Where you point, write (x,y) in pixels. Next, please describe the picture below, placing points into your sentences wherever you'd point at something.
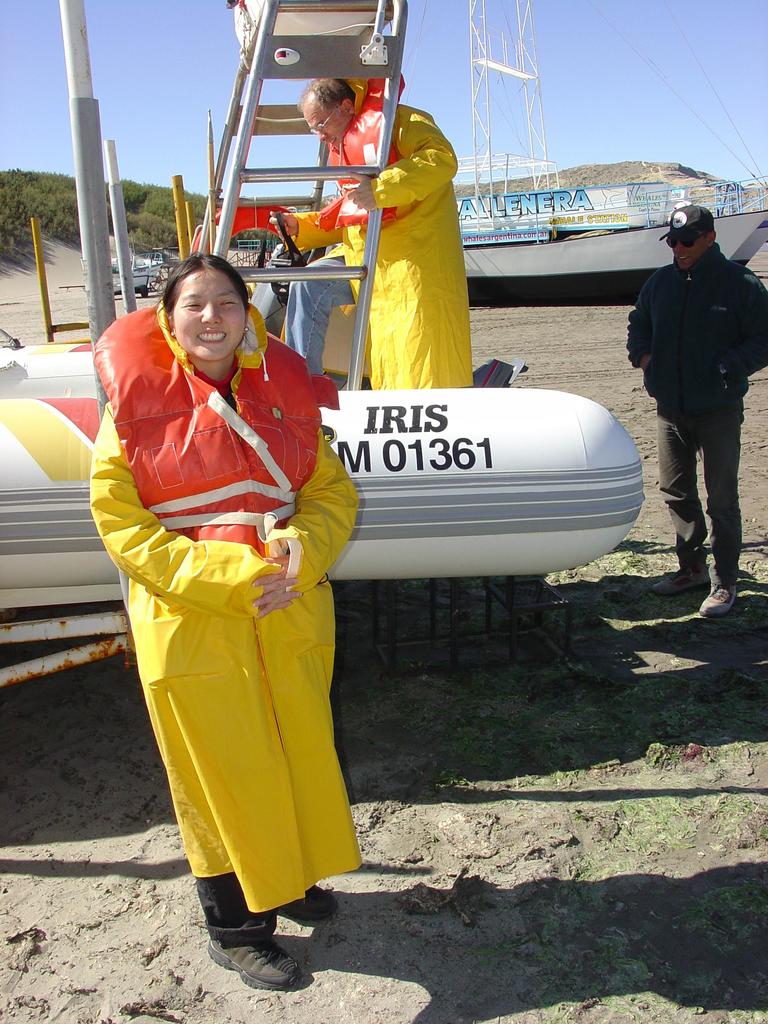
In this picture we can see a woman (210,435) wore jacket (168,409), coat (199,809), shoe (224,962) standing on the land (401,744) she is smiling and in the background (349,163) we can see a man (350,205) wore same jacket (367,132) and coat (360,247) repairing some parts (290,258) and holding ladder (373,226) in his hand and other person (666,376) is watching him. He wore jacket (687,289), cap (673,229), goggles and in the background (494,267) we can see sky (553,140), tower (505,87), ship (491,244), trees (134,247), poles (41,246).
